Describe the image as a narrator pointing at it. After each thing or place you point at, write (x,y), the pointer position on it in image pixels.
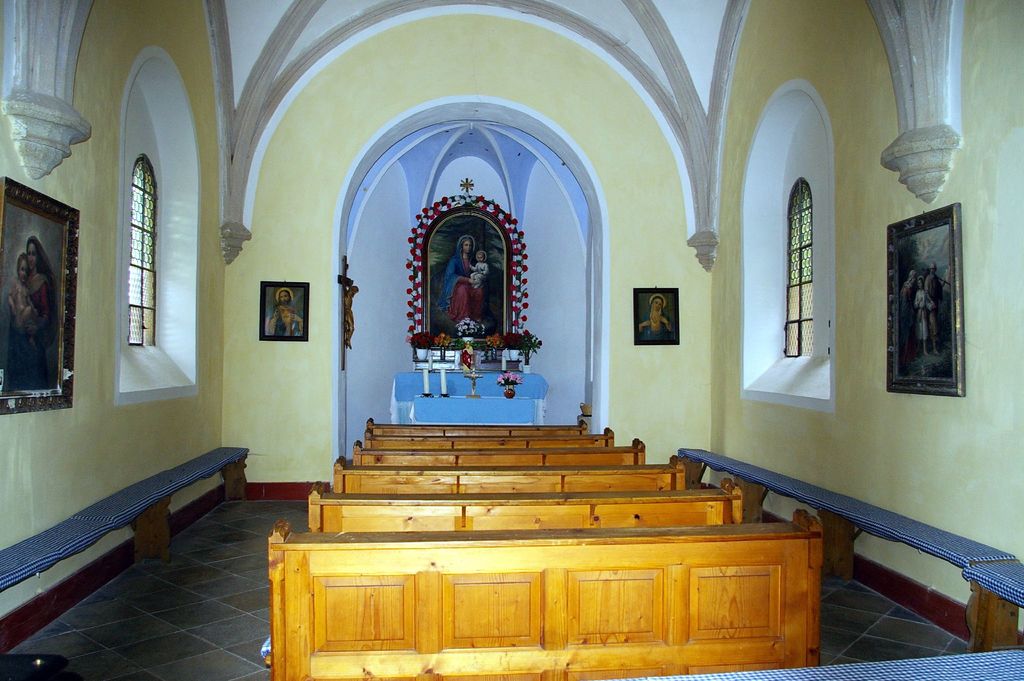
In this image there are tables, benches (487,585). There are photo frames (72,247) on the wall (236,305). There are windows (134,270). In the background of the image (475,392) there are some objects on the table (455,411).
